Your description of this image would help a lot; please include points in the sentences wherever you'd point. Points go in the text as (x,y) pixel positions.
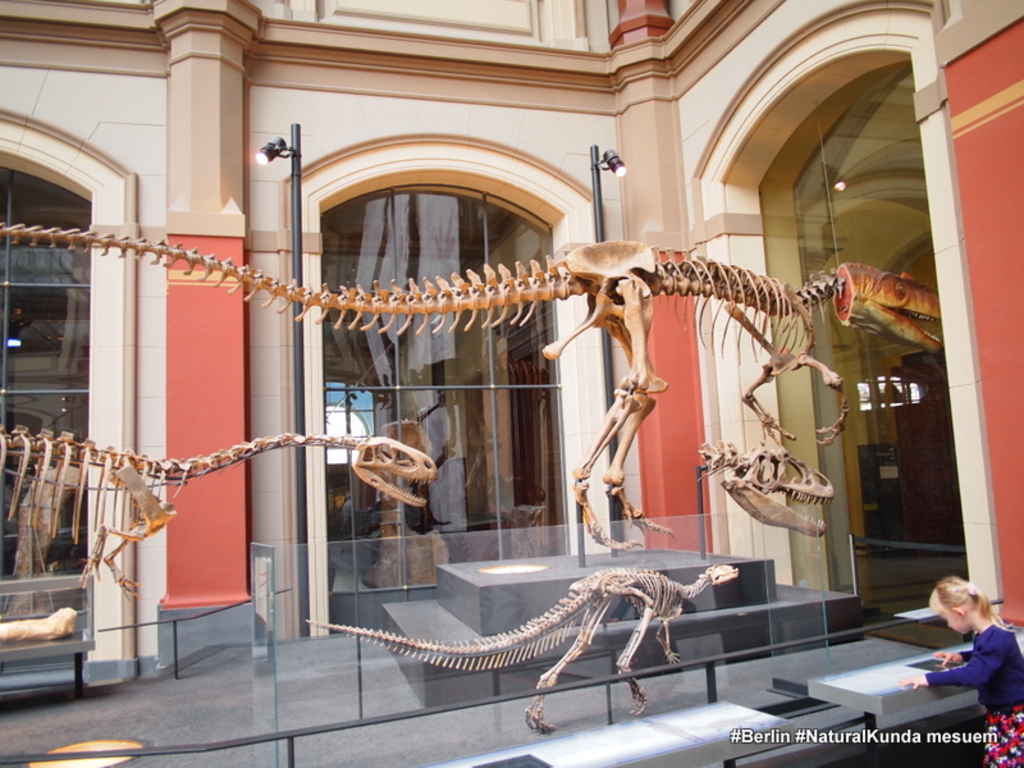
In this image we can see skeletons (91,441) of dinosaurs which are behind the glass door (271,614) and at the background of the image (419,215) there is building (644,189) and at the foreground of the image (939,590) there is a kid (983,645) wearing blue color dress (973,667) standing.
